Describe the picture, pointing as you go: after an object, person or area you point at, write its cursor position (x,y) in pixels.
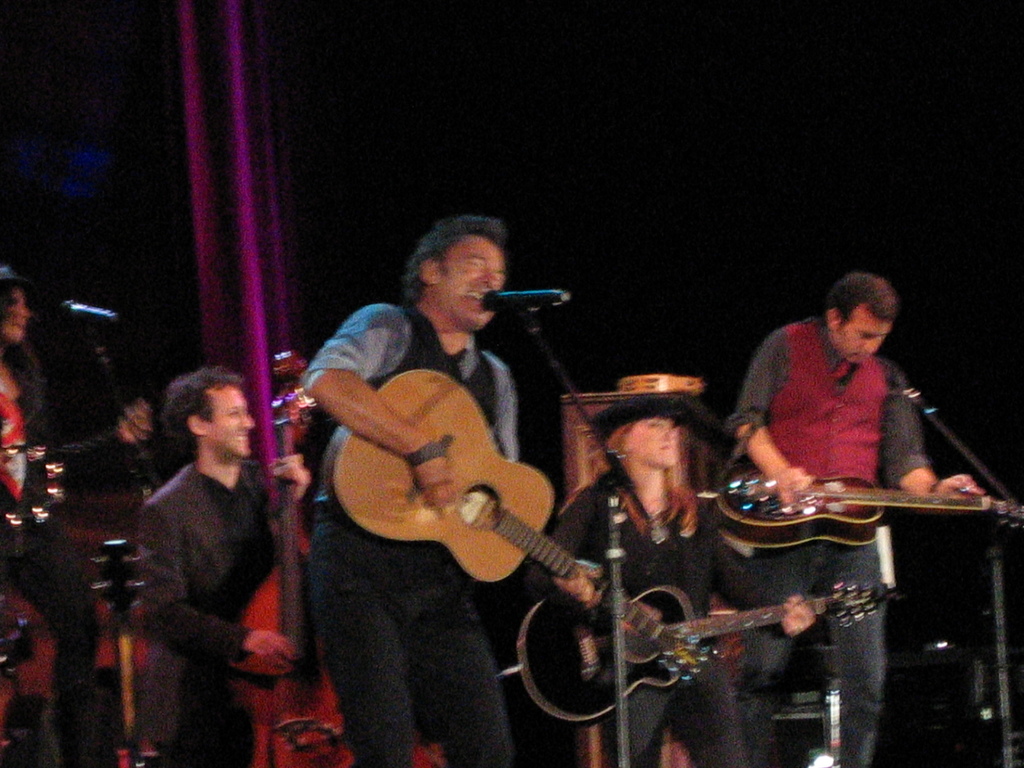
In this image, there are group of people (890,302) standing in front of the mike (564,366) and singing and playing guitar (522,513). The background (776,30) is pink and dark in color. It seems as if the image is taken on the stage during night time.
